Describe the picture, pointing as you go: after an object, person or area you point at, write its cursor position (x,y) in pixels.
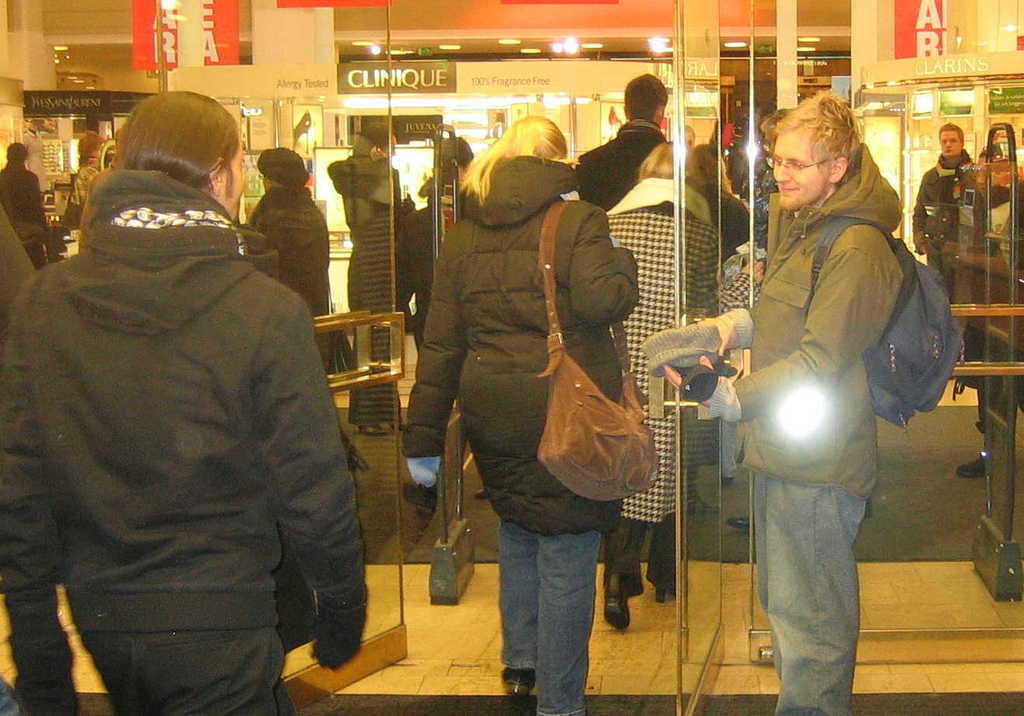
In this image we can see people (516,441) are entering into the door (666,401). Right side of the image (759,318), one man (846,380) is standing. He is wearing green color jacket (832,320) with jeans (779,622) and carrying black bag (905,346). Behind the door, so many people (274,188) are there, lights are attached to the roof (591,54) and banners (221,33) are there.
